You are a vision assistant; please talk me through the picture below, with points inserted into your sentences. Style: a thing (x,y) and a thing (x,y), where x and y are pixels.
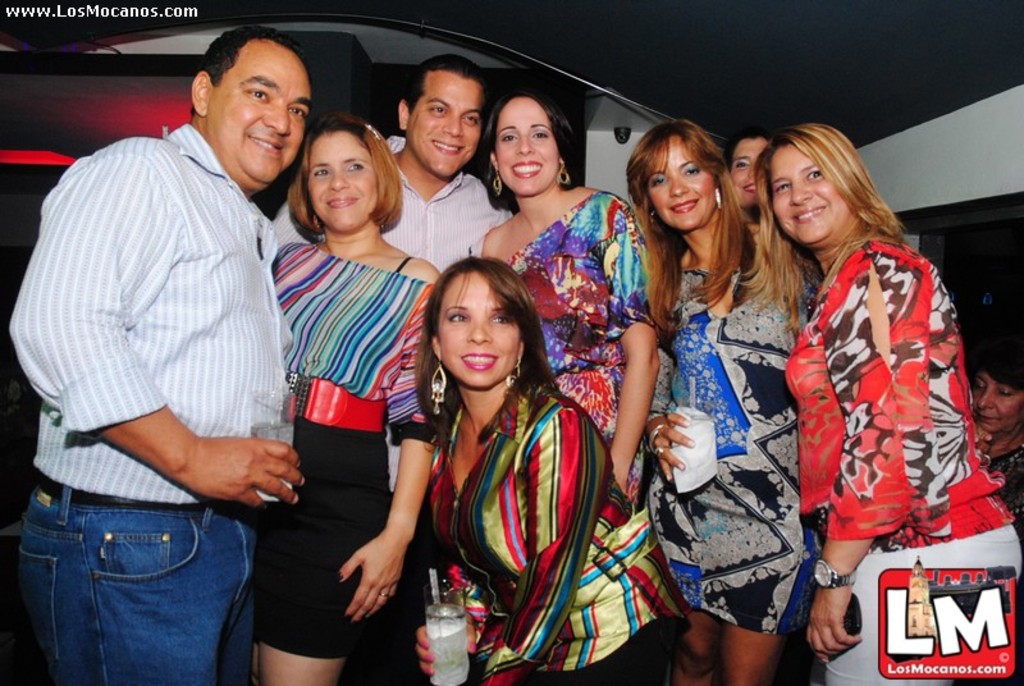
In this picture, we can see a few people (658,220) and a few (473,291) are holding some objects (699,485), and we can see the background (113,100), we can see some watermark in the bottom right corner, and some text (190,13) on top left corner (174,14).
